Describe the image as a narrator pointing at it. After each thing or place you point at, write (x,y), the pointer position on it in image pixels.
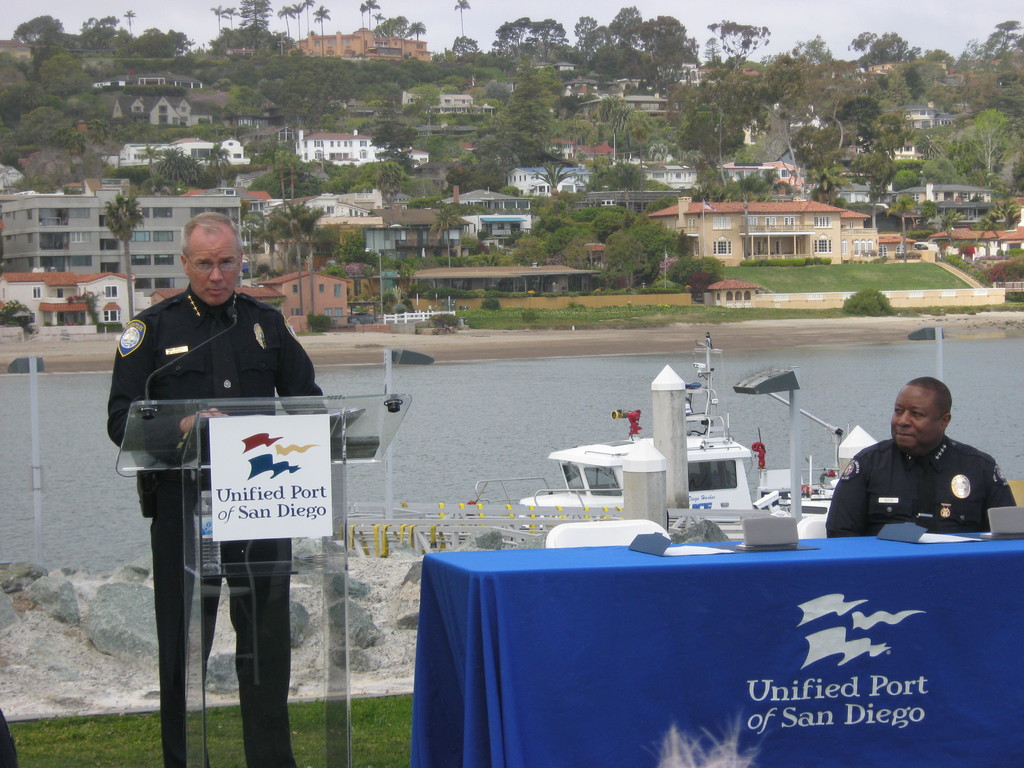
This is the picture of a city (79,329). In the foreground (923,452) there is a person (936,403) sitting behind the table (1011,569) and there is a person (168,388) standing behind the podium (292,402) and there is a microphone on the podium (215,404). At the back (521,403) there is a boat (483,480) on the water (456,479). At the back (929,163) there are buildings (404,233) and trees (883,163) and poles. At the top (451,4) there is sky (418,13). At the bottom (372,673) there is grass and rocks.
